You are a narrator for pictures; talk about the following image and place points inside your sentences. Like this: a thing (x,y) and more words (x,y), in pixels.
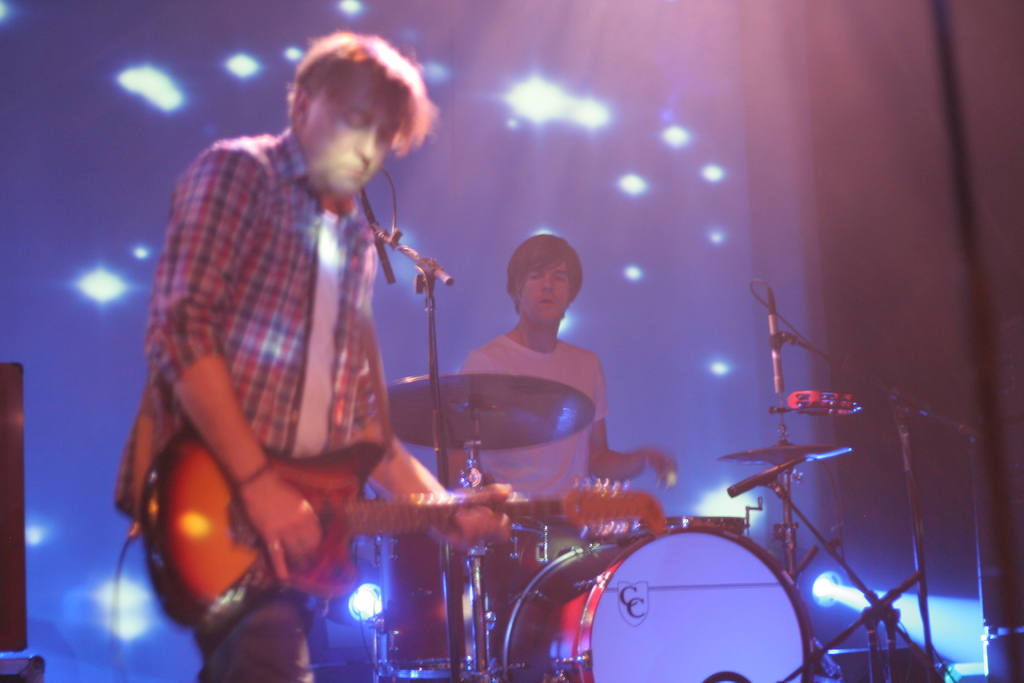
In this image there are two men (536,323) who are playing music. The man (518,337) to the right side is beating the drums (660,592). At the background (586,107) there is a curtain (439,187) and a flash lights (570,115) on it.
